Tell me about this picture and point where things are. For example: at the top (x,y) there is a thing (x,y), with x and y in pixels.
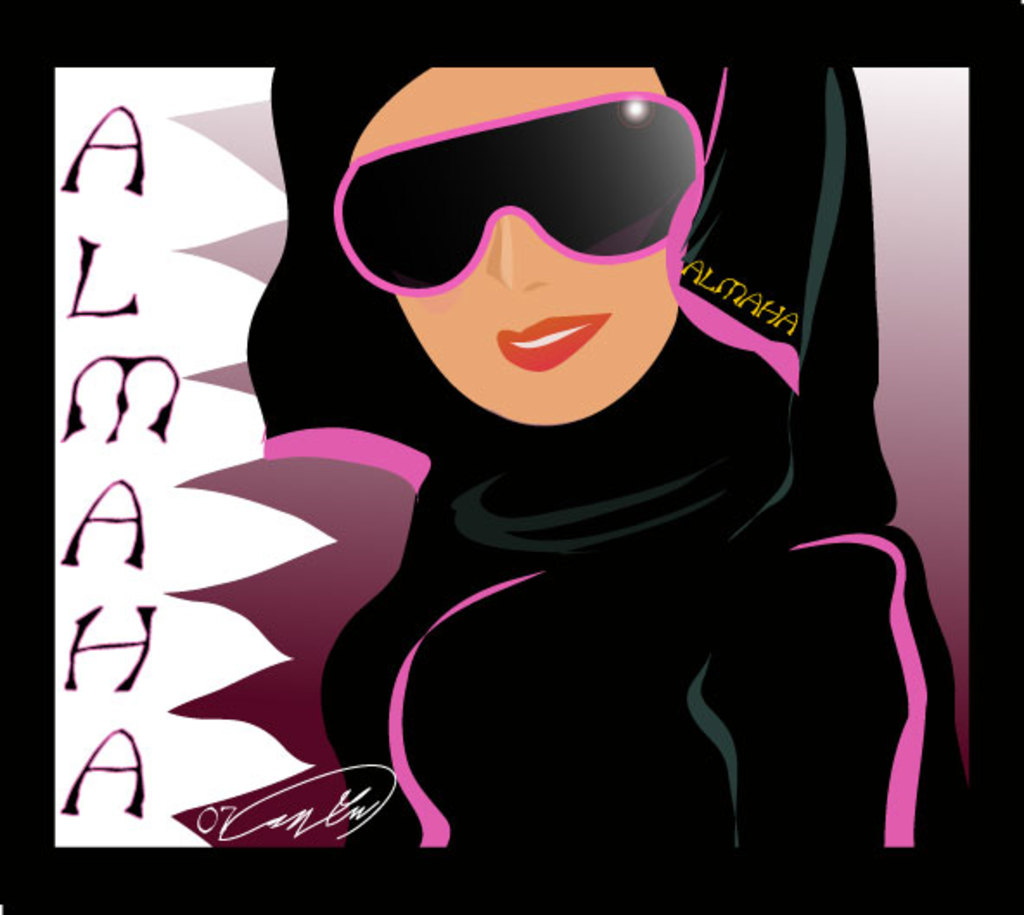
In this image I can see the digital art in which I can see a woman (584,583) wearing black and pink colored dress (594,574) and black and pink colored goggles (575,208) is smiling.
